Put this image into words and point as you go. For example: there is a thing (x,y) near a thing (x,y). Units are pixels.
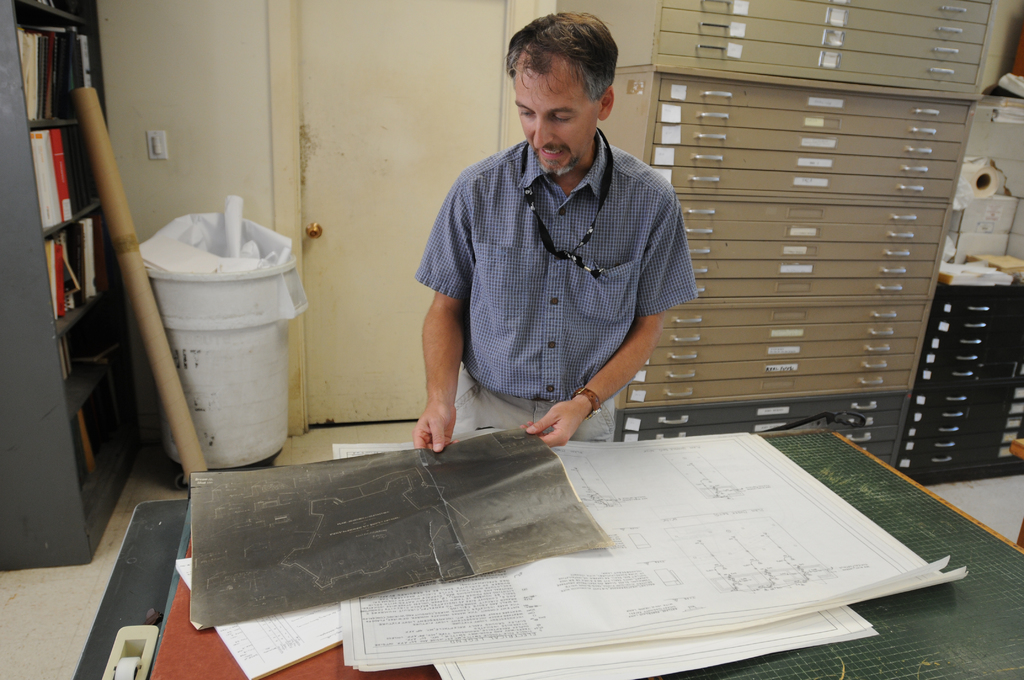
In this picture i could see standing near the table (598,580) and on the table (543,476) he is looking to the charts (472,534). In the background (470,135) i could see a wooden door (392,166) to the right side (846,151) there are many cabinets (886,228) and to the left side (21,114) there are cabinets (10,402) in which some folders (58,186) are kept and beside the cabinet (87,307) there is a trash can (229,336).
